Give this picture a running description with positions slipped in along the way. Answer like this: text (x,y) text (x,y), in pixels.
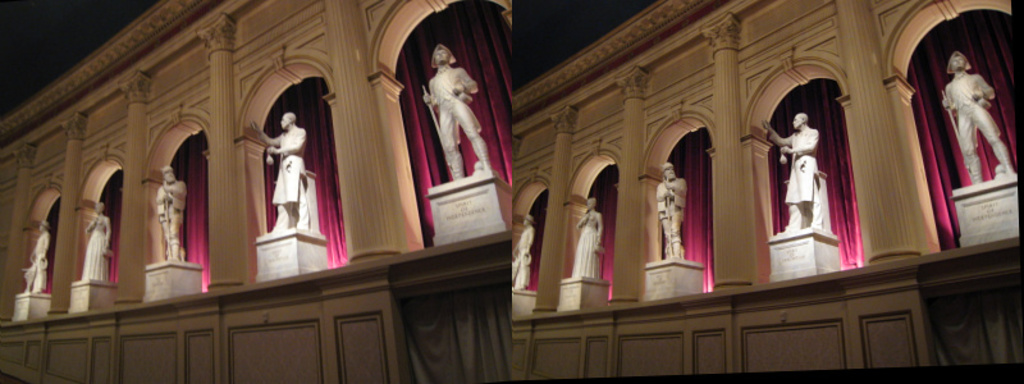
It is a collage picture. On the left side of the image (168,144), we can see one building (467,268), curtains (337,232), pillars (217,244) with arches (168,144), statues (477,151) and some text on the square shape structures (291,271). On the right side of the image (745,217), we can see the same image.
